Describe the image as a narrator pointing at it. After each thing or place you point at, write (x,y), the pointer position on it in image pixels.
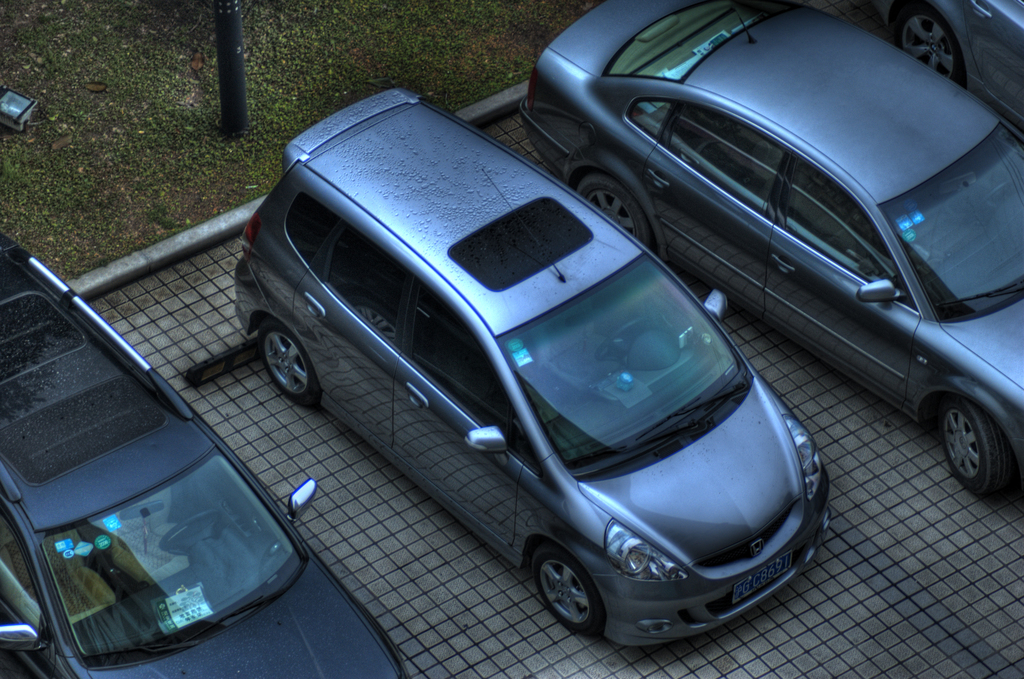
This image is clicked from a top view. There are cars (390,389) parked on the ground (322,424). Behind the cars (416,434) there is grass (293,91) on the ground (302,88). In the top left (22,109) there is a light (11,116) on the ground (50,100). Beside it there is a pole (235,78).
